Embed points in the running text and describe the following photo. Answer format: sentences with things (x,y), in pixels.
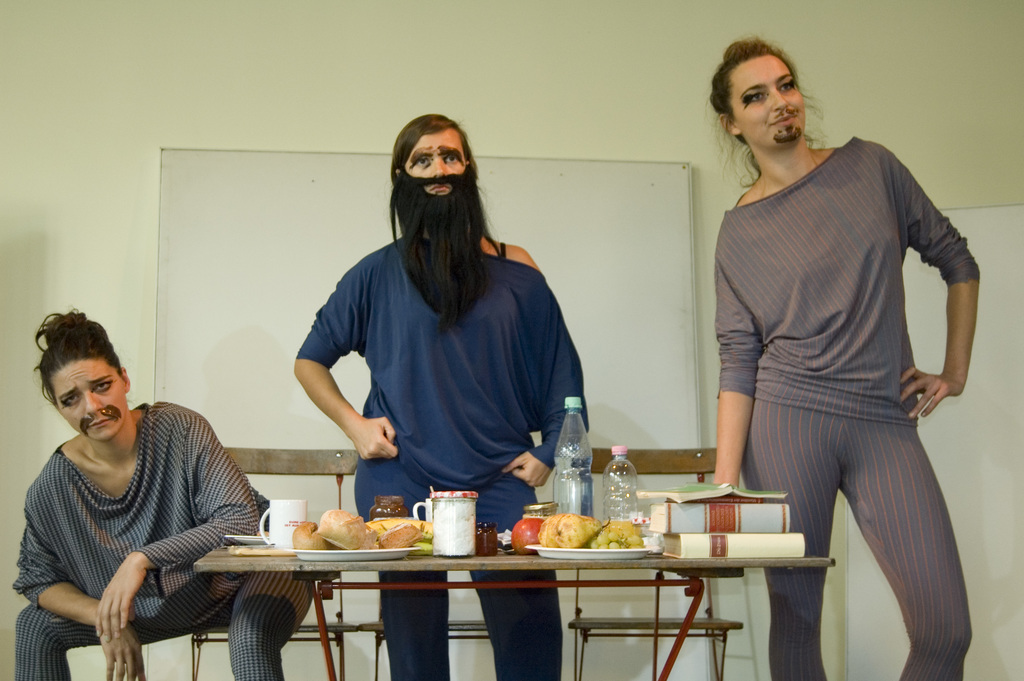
In the picture I can see three women (430,349) where two among them are standing and the remaining one is sitting and there is a table (403,587) in front of them which has few eatables (471,549) and some other objects (460,525) placed on it and there is a white board (249,175) attached to the wall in the background (328,207).
